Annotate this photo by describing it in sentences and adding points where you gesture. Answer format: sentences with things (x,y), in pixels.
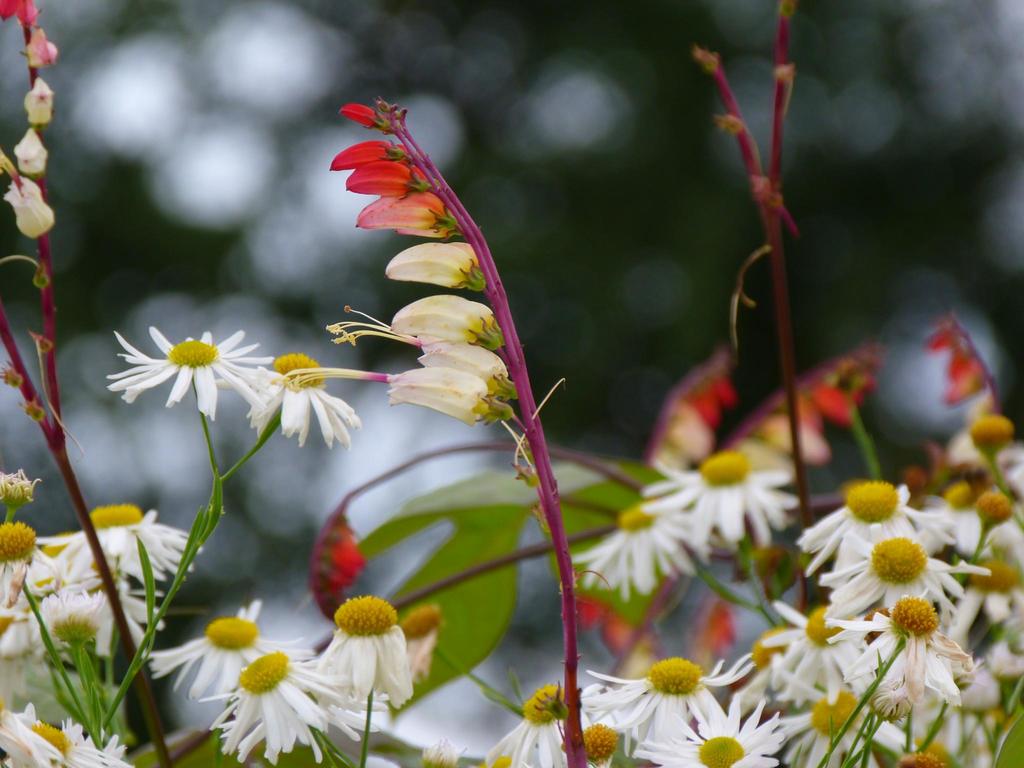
In this picture we can see few flowers (172,528) and plants (592,518).
